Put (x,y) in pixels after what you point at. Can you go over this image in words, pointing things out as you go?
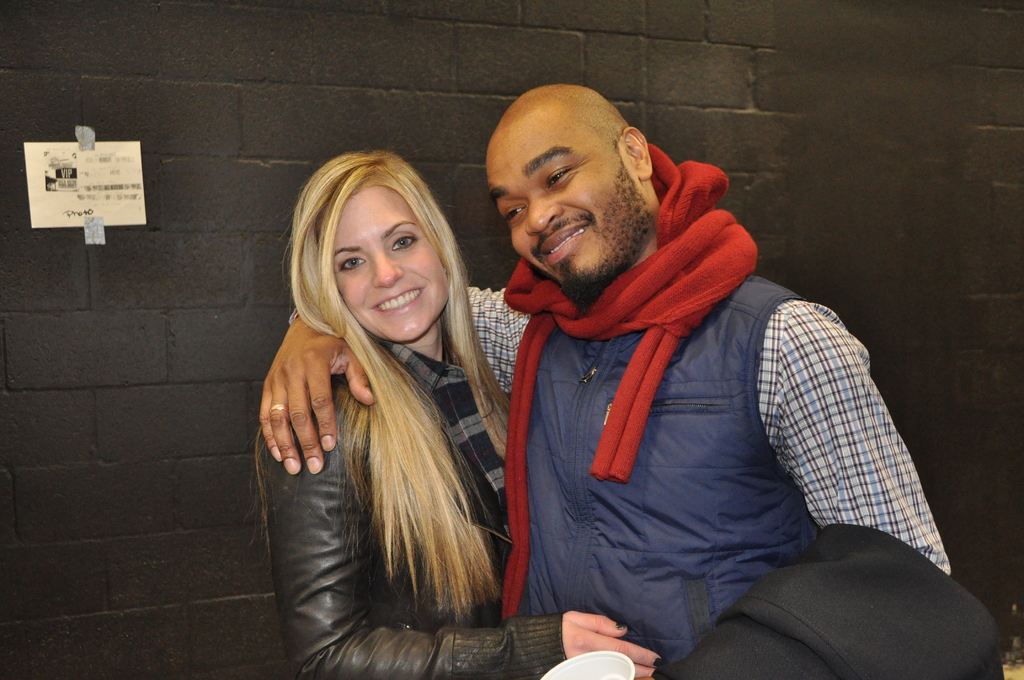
In this picture there is a woman (313,289) who is wearing jacket (357,610) and shirt (477,434). She is standing near to the black wall (147,348). Beside her there is a man (606,338) who is wearing scarf (661,308), jacket (681,477), shirt (833,414) and holding a jacket (855,639) and cup (587,659). On the left (35,146) there is a paper (133,223) were attached on the wall (67,126).
